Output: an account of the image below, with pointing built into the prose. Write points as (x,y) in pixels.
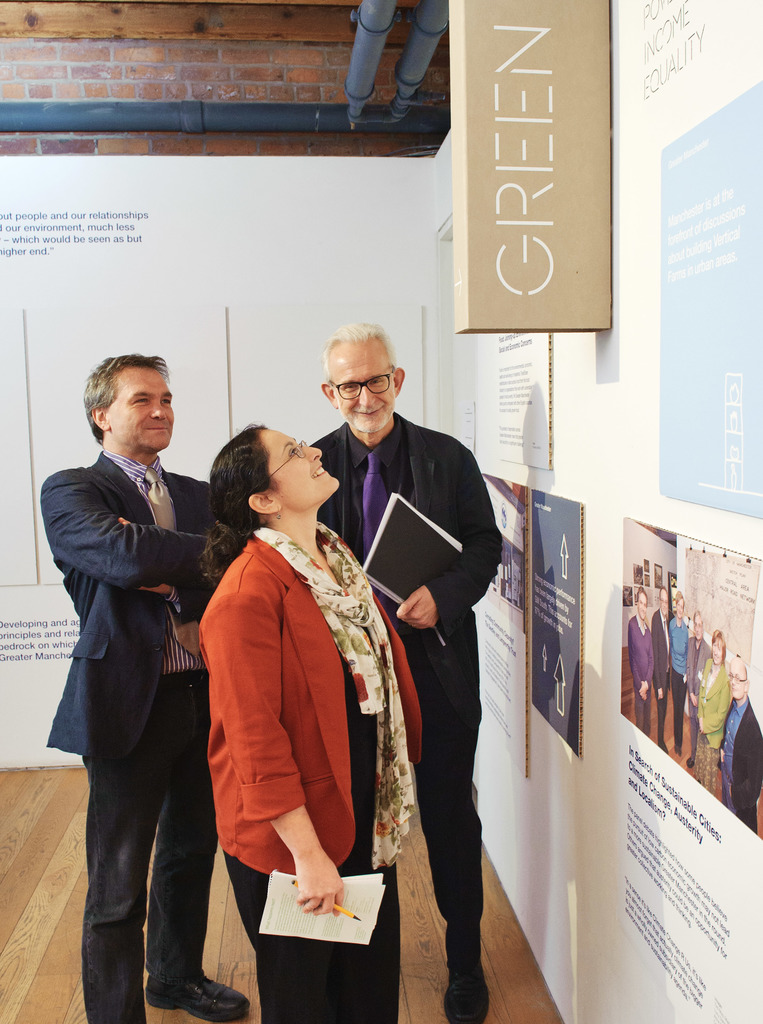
In this image in the center (317,503) there are persons (328,530) standing and smiling and there are boards (500,517) on the wall (66,272) with some text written on it. On the top (349,92) there are pipes (416,24).
